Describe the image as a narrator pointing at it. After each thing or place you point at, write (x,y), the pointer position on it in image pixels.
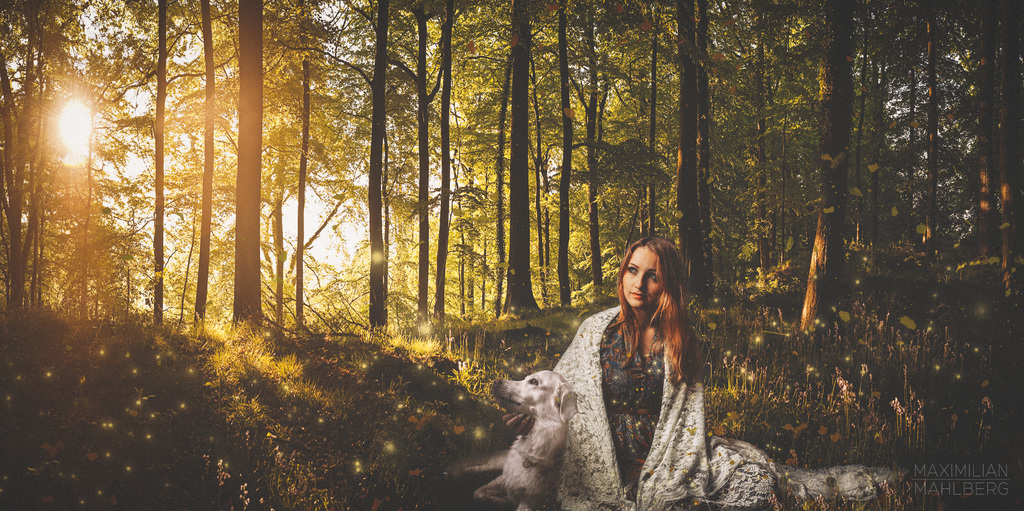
This is the woman (634,368) and dog (543,432) sitting on the grass (794,498). These are the trees (374,82) with branches (336,93) and leaves (272,149). I think this is the sunlight (97,164). I can see small plants (271,354). This looks like an edited image.
